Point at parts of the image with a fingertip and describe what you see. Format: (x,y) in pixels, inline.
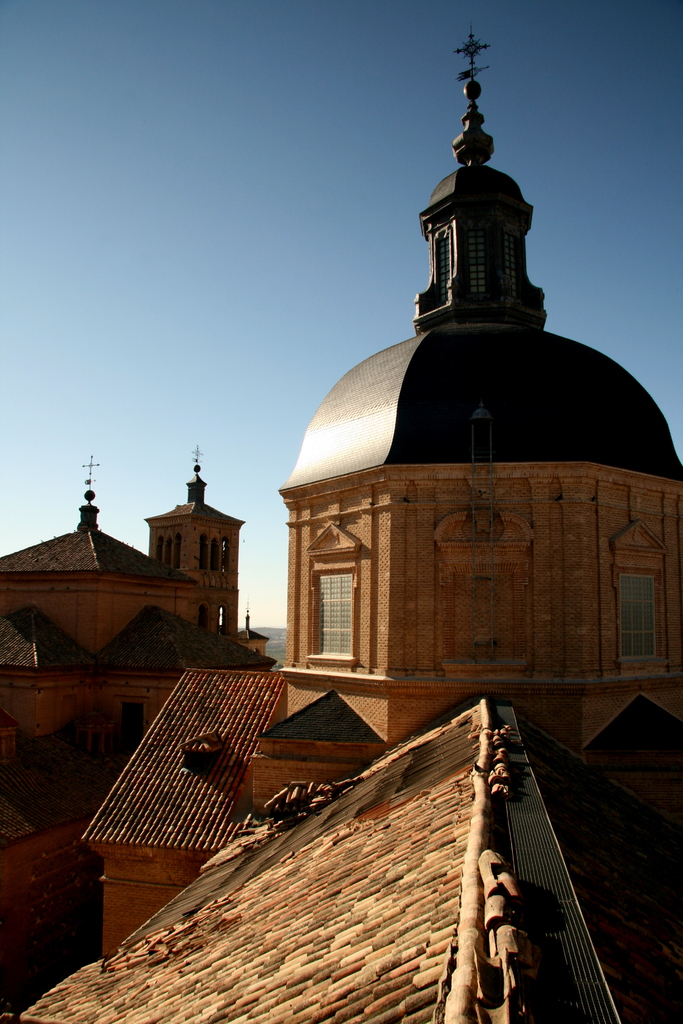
There are buildings (222,673) with windows (177,559) and arches (212,559). On top of the buildings (505,621) there is cross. In the background (590,194) there is sky (610,216).
